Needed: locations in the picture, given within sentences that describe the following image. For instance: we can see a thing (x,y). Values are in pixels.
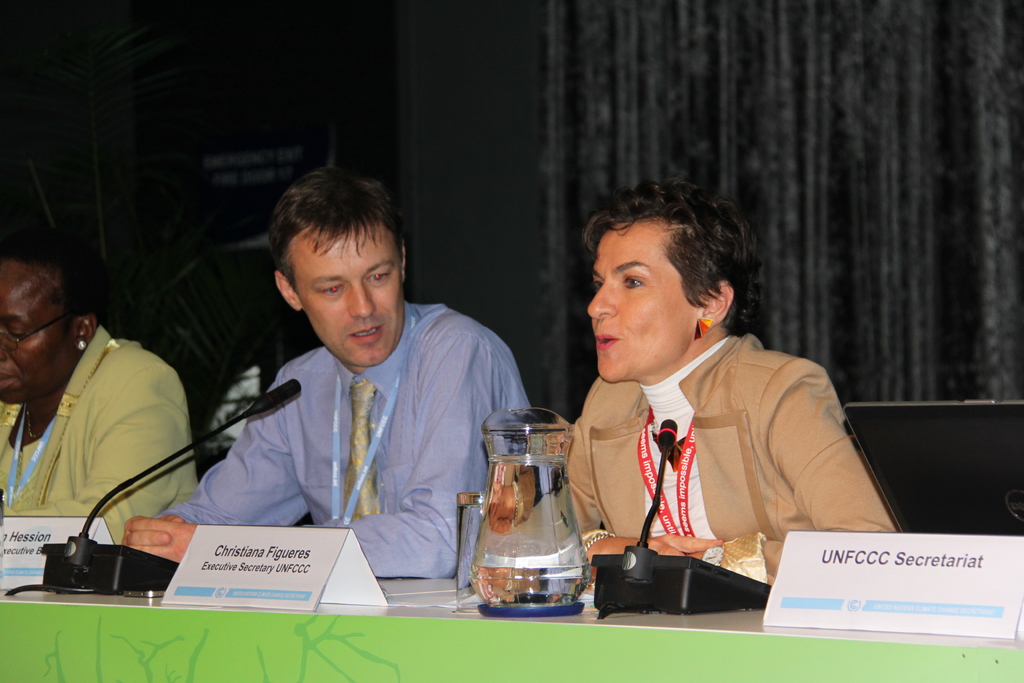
3 people (118,419) are seated. in front of them there is a table (402,609) on which there is a jug (530,448), microphone (640,572) and name plates (341,583) on which unfccc secretariat is written.
